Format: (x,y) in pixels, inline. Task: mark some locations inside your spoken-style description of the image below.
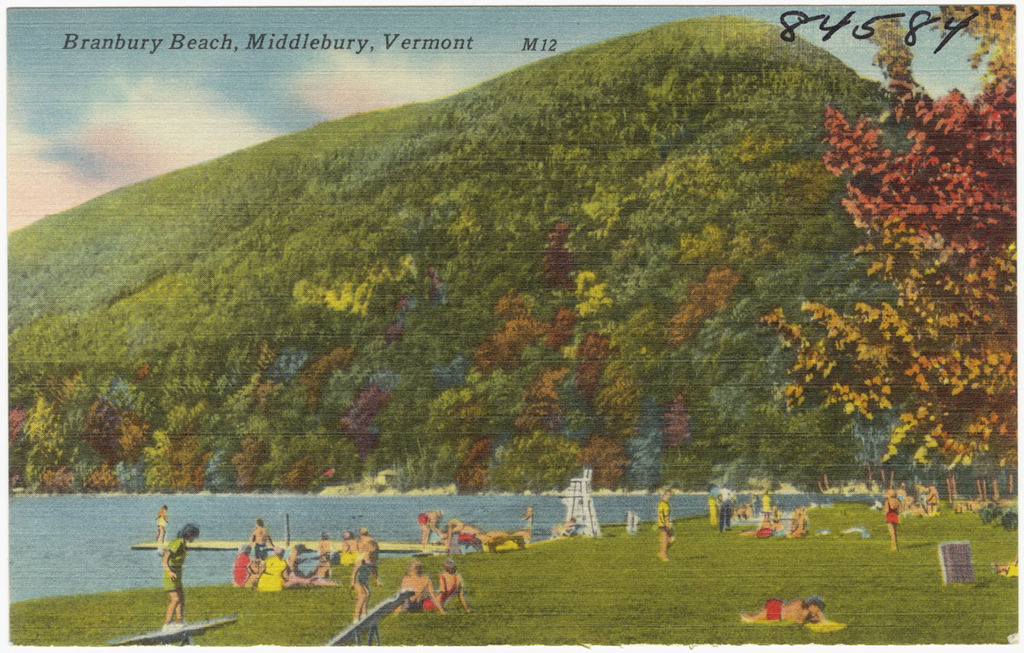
In this picture we can see a group of people (518,538), some objects (867,530) on the grass (867,546), water (682,510), mountain (405,109), trees (174,204) and in the background (144,127) we can see the sky (154,86) and at the top of this picture (191,44) we can see some text (818,29).
